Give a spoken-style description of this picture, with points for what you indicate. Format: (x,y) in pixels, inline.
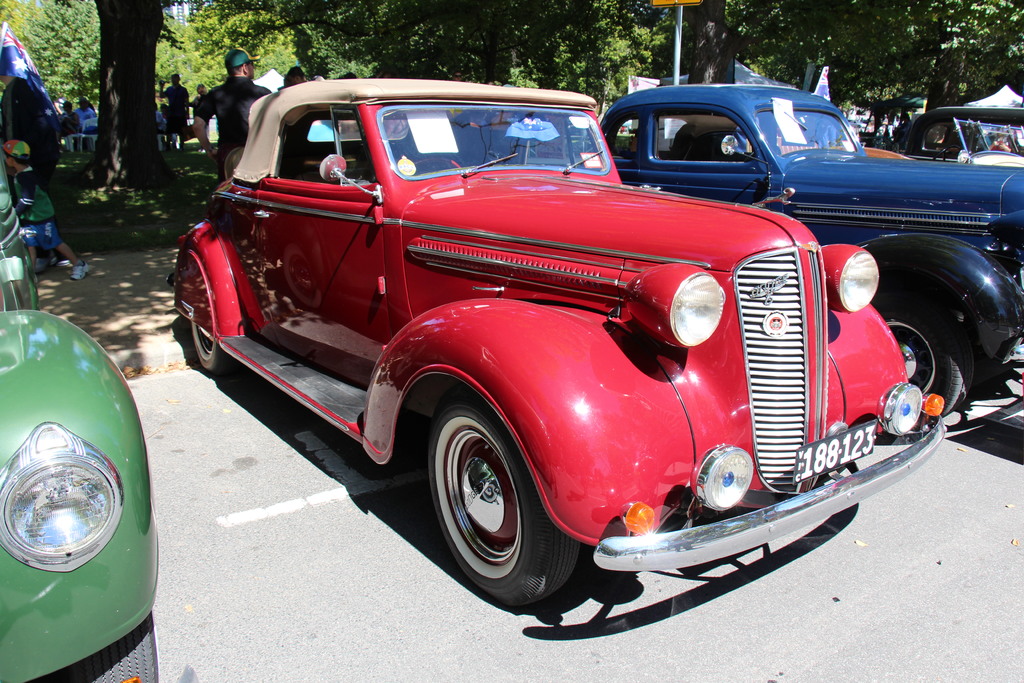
In this image, we can see few vehicles (958,375) are parked on the road (748,615). Background (924,82) we can see so many trees (840,66), people (20,122), poles (679,73), tents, grass (87,219), flag (17,59).
